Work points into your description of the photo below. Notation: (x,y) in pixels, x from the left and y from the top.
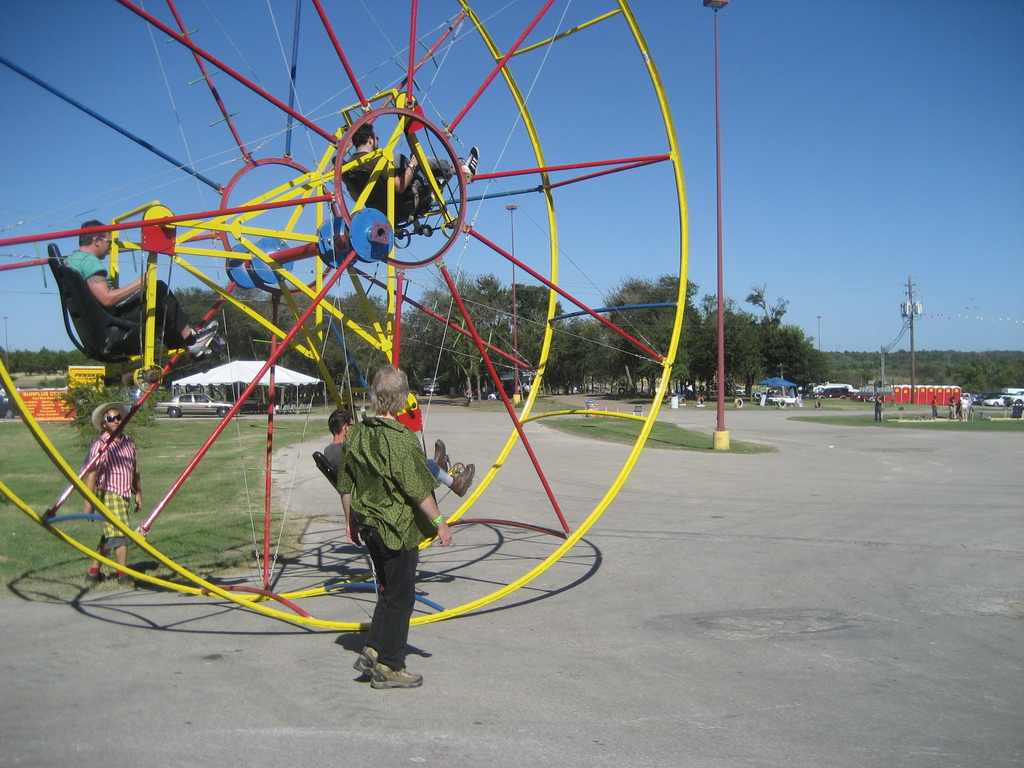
In this image we can see people (185,346) sitting in a fun ride (274,366). There is a person (365,518) standing. In the background of the image (470,351) there are trees (833,368), cars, electric poles (911,399). At the bottom of the image (488,707) there is road (479,727).
